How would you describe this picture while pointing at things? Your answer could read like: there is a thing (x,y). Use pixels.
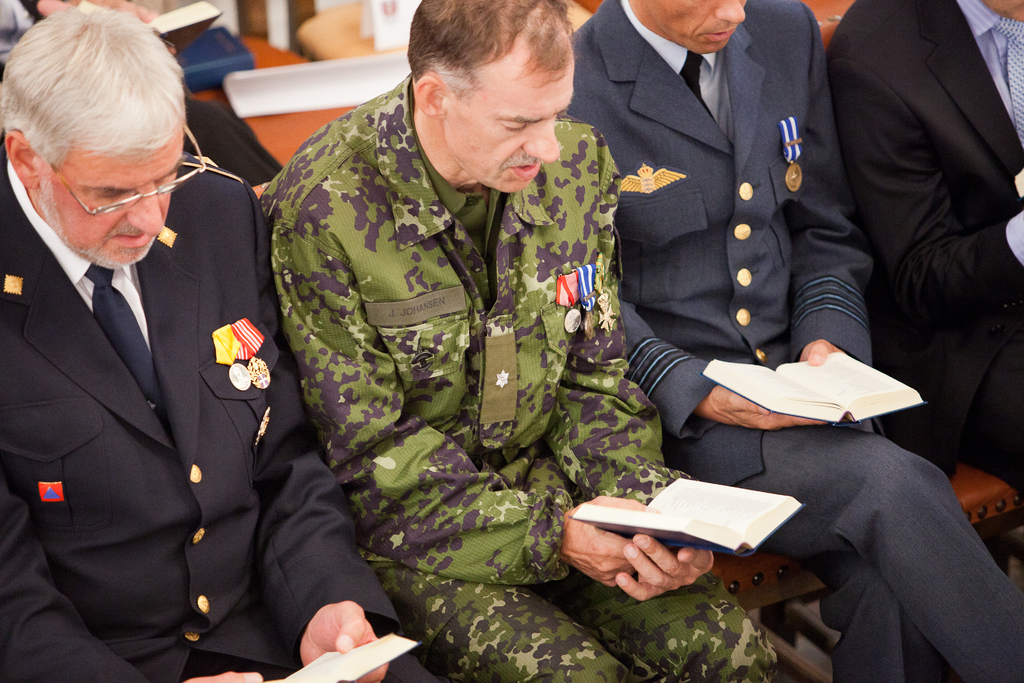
In this picture, we see four men (446,408) are sitting on the bench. Three of them are holding books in their hands (617,580). Behind them, we see a man (250,144) is sitting on the bench (225,97). Beside him, we see a blue book (233,53) and papers (233,74) are placed on the brown bench (270,138). In the background (260,80), it is blurred.
